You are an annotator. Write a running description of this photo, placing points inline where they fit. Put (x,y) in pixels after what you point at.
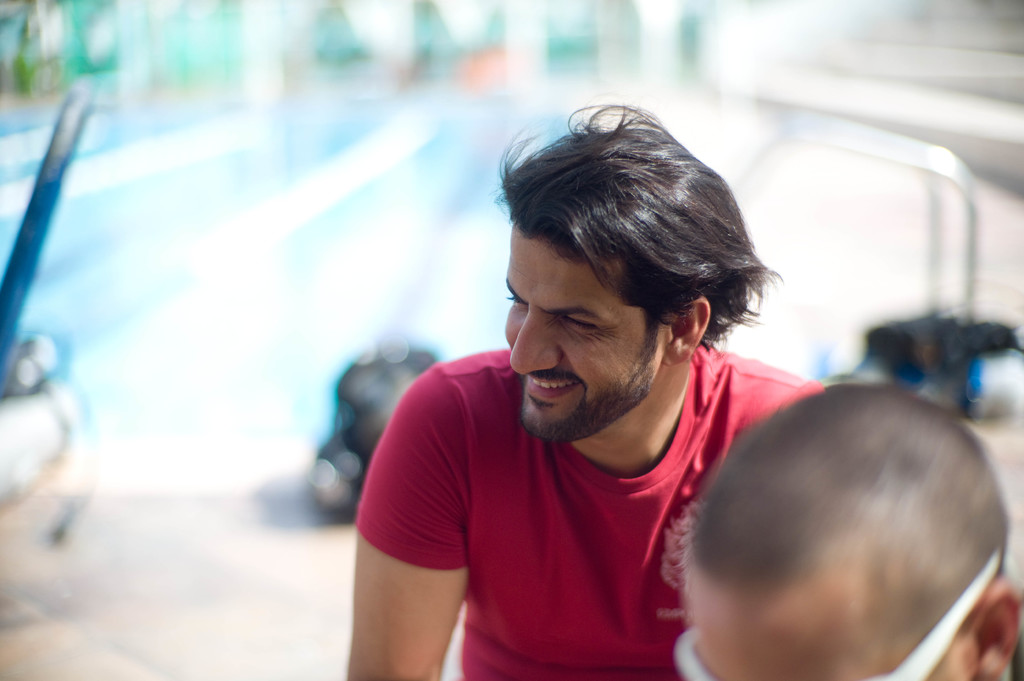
A man (636,513) is there, he wore red color t-shirt (560,565), he is smiling.
